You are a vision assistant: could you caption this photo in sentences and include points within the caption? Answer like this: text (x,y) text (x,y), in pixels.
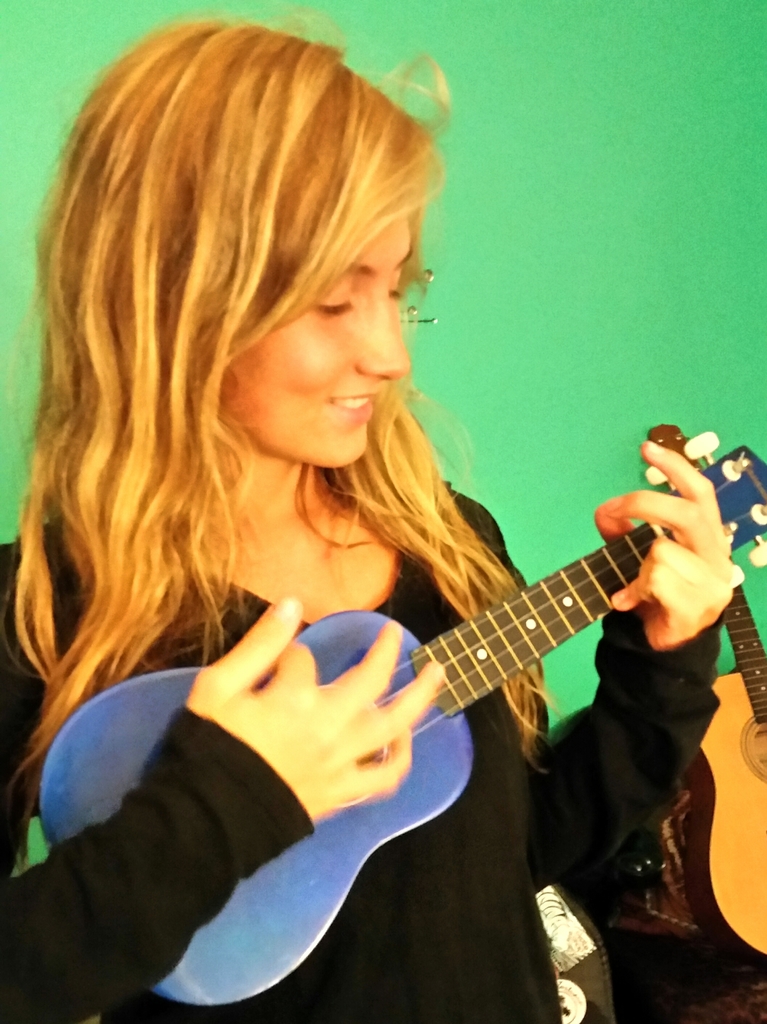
In this image a woman (389,588) is standing and holding a musical instrument (422,751) in her hand (409,702) and is having smile on her face (301,433). In the background (561,254) there is a green colour wall (539,250).
